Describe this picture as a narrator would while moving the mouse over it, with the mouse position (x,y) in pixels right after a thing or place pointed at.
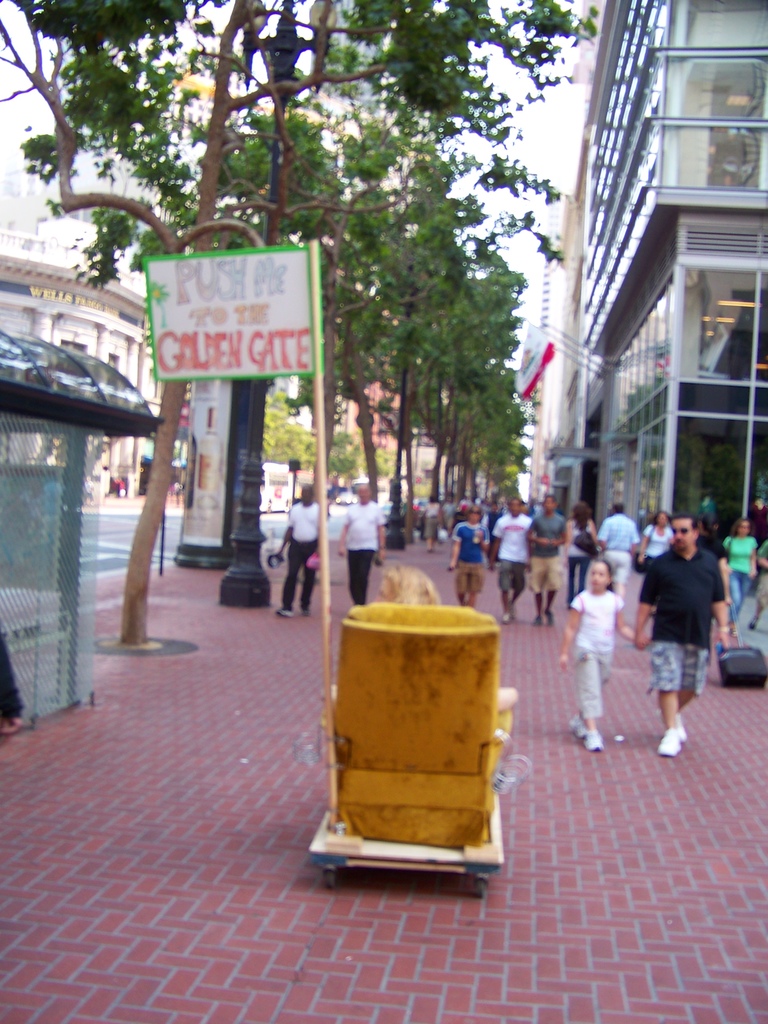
In this image there is the sky (526,85), there is a building (45,264) truncated towards the left of the image (106,317), there are trees (410,293), there is a building (630,331) truncated towards the right of the image (594,418), there is a flag (533,348), there are people (674,689) walking, there is a board (283,341) on which text text (253,359) is written, there is an object (353,829) on the floor (309,828).
